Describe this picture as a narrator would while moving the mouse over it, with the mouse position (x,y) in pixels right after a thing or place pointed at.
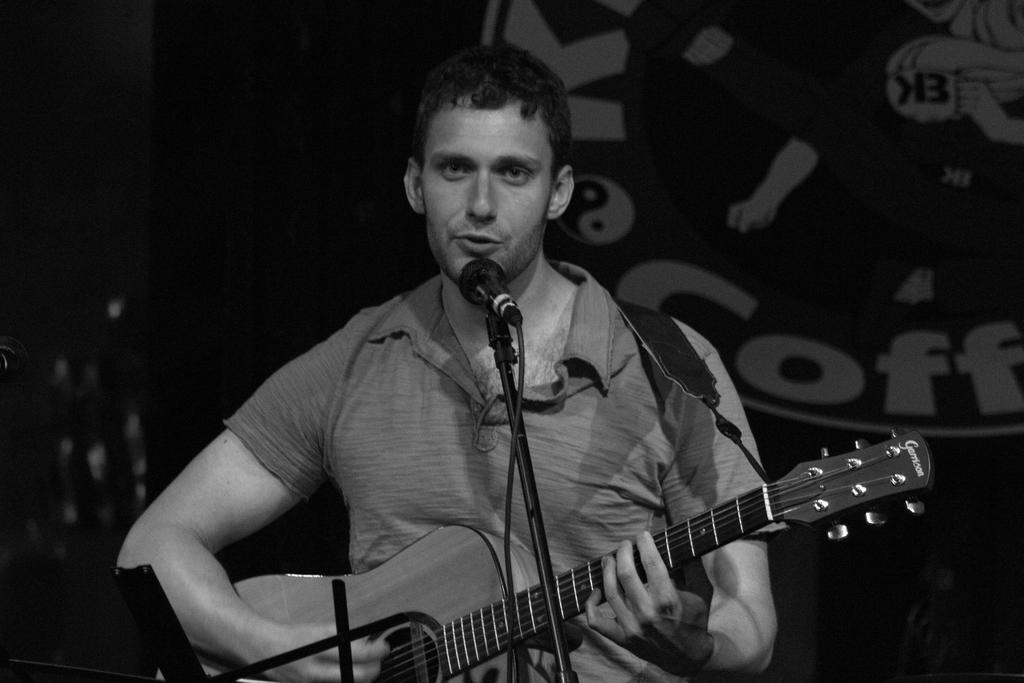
Here we can see a person (455,142) standing and singing, and holding a guitar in his hands (652,548), and in front (504,317) here is the microphone (496,301) and stand (502,335).
